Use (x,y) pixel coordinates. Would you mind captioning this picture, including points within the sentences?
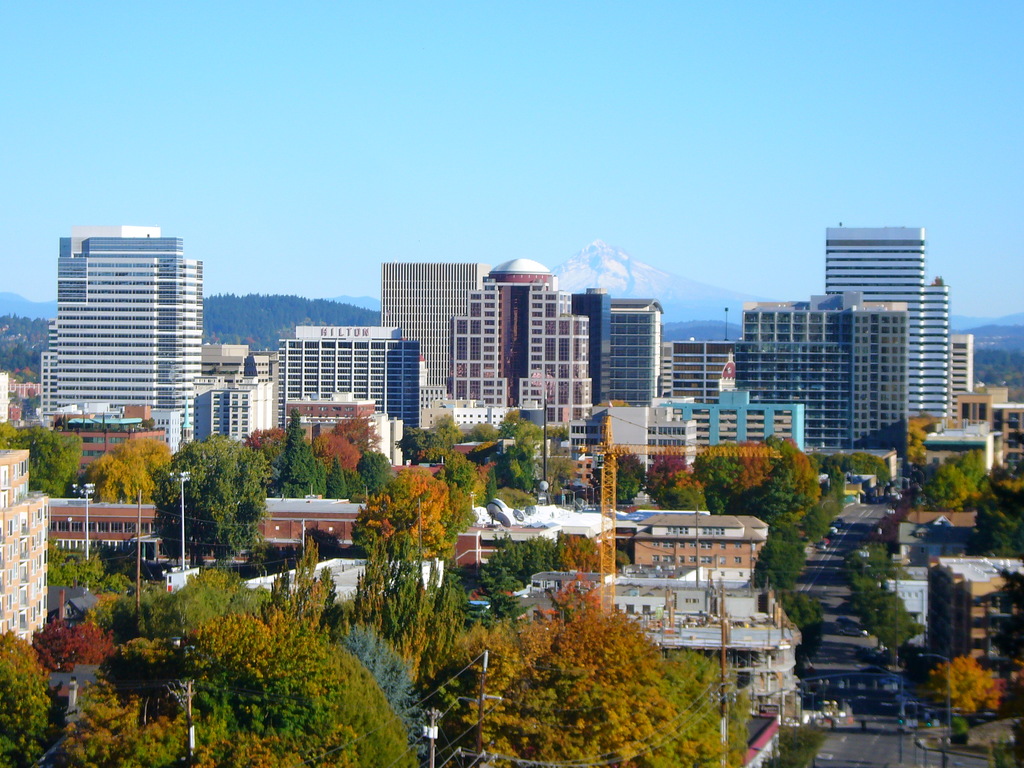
In this image there are buildings (274,500), trees (614,621), some vehicles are on the road (868,543), utility poles (484,669), mountains (220,312) and a sky (279,117).
